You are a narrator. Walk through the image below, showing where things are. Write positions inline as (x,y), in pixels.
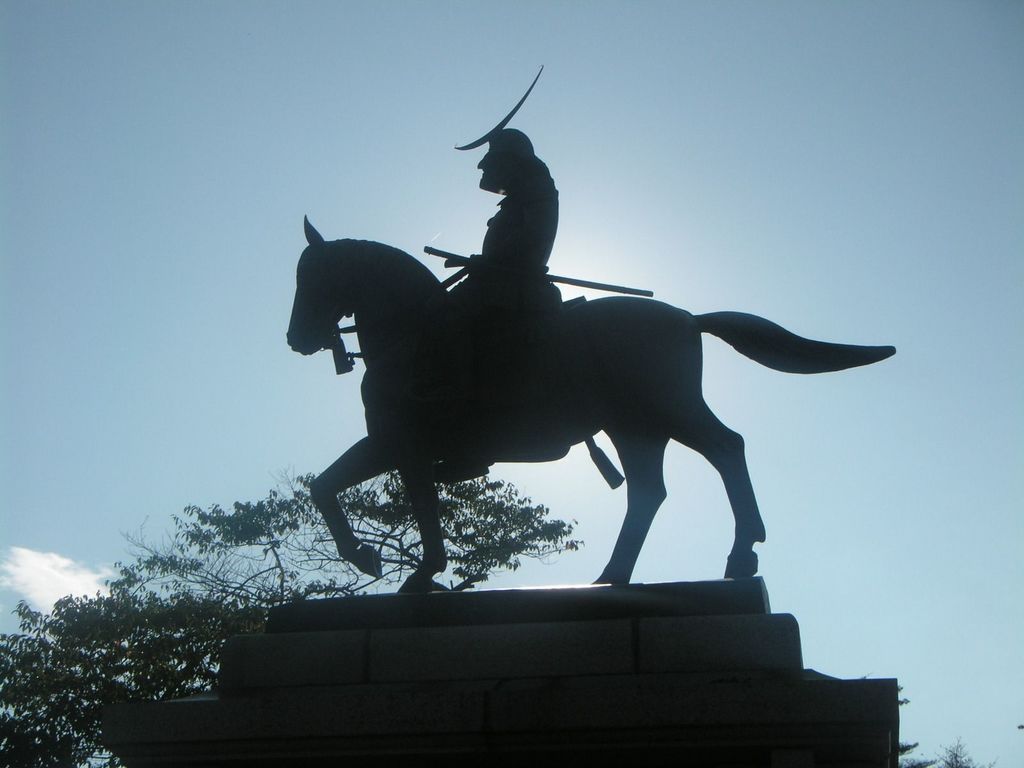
In this picture we can see the statue (470,345) of a person (505,264) sitting on a horse (382,442). Behind the statue (395,461) there are trees (157,645) and the sky (852,213).
